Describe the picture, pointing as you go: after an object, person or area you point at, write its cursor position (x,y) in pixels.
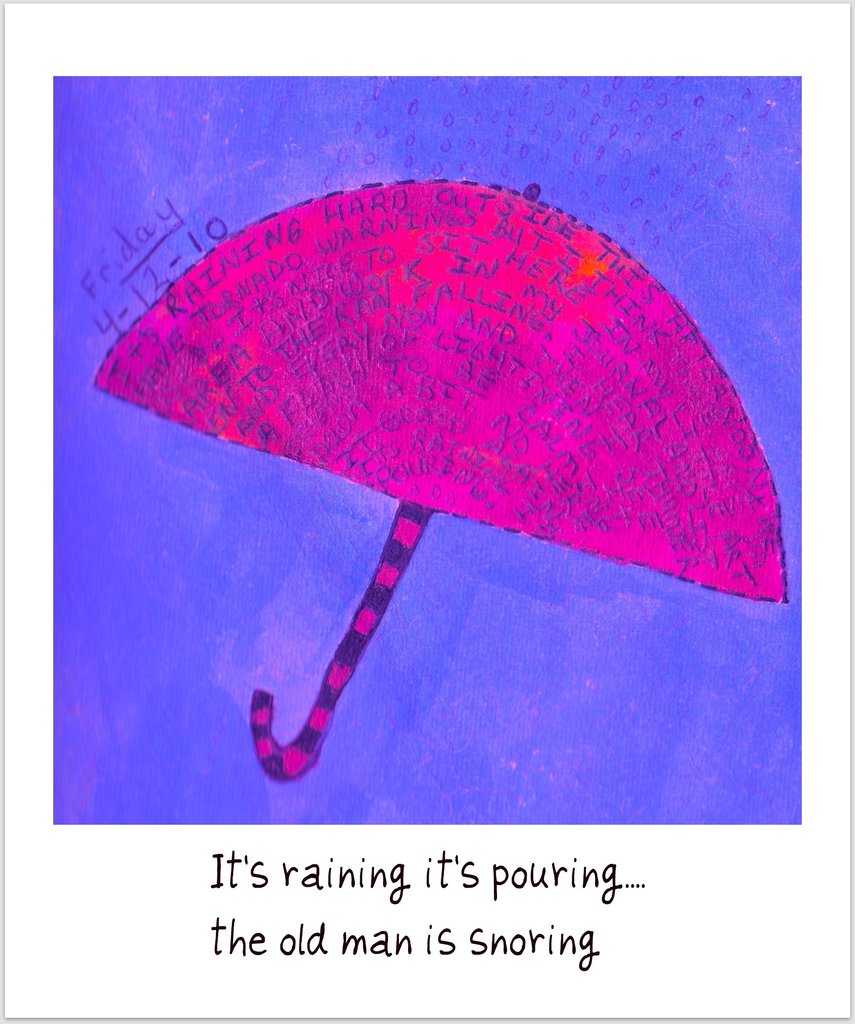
In this image there is a painting (345,638) of an umbrella (271,711). On the umbrella (470,360) there is some script (462,320).
